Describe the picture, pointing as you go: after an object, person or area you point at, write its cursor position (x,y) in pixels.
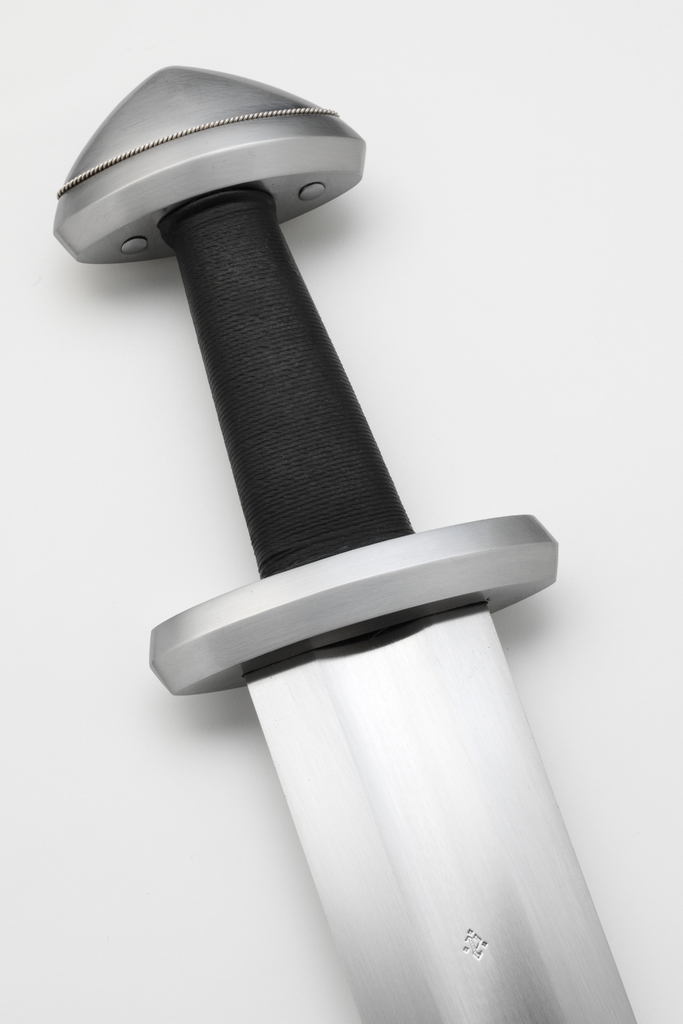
In this picture we can see a sword (212,383) on the white surface (422,486).
